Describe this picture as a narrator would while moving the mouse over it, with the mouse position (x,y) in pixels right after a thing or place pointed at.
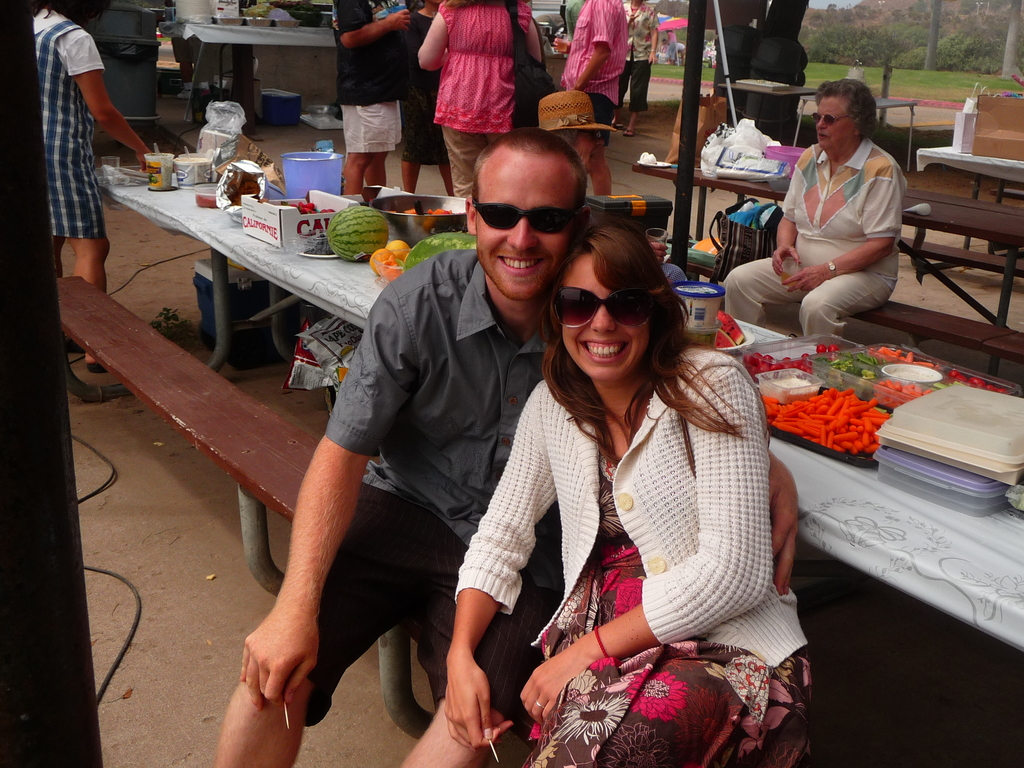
There is a couple (615,452) sitting on a bench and there is a table (801,449) behind them and there are few eatables (870,408) and some other objects (915,408) placed on it and there are few other persons (606,97) in the background (467,77).
